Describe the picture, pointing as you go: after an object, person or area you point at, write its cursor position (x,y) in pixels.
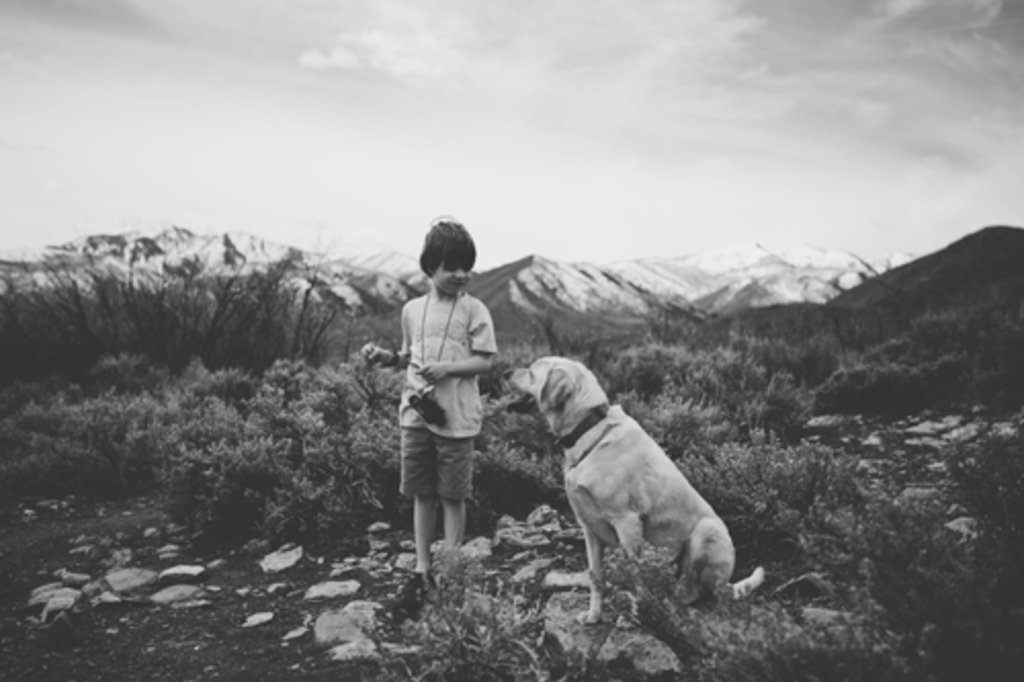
This is a black and white image. I can see a boy (424,470) standing. He wore a T-shirt (459,409), short (458,446) and a camera (441,414) to his neck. This is the dog (649,528) sitting on the rock (592,626). I can see the plants (700,423) and rocks (273,566). These are the mountains (343,272).
